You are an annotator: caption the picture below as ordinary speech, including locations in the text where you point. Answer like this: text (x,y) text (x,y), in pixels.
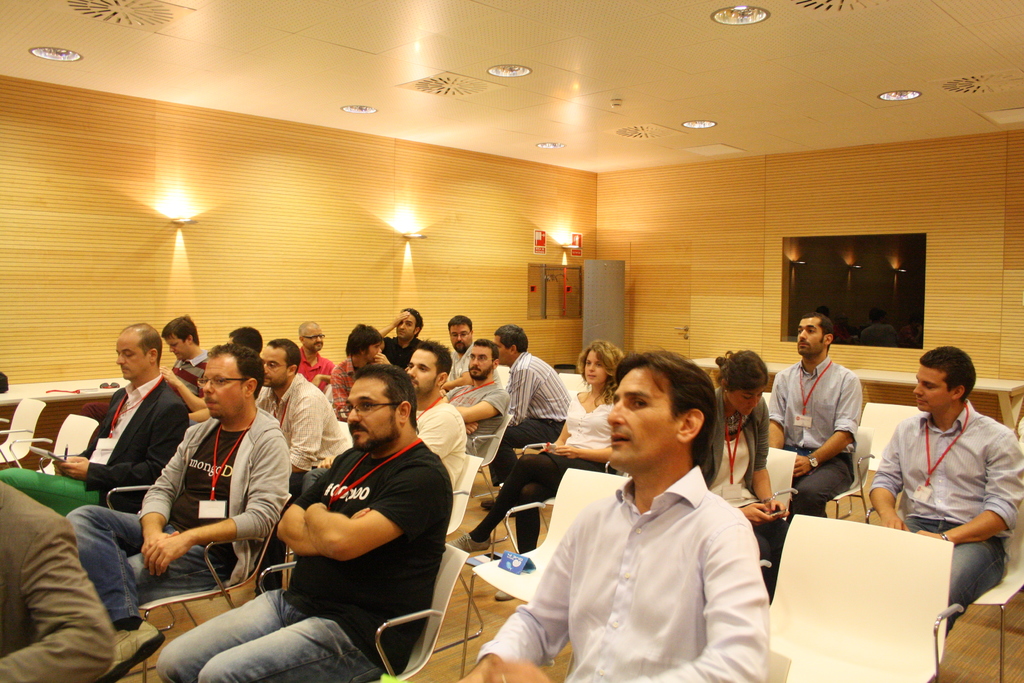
At the top (860,96) we can see ceiling (594,80). On the left side of the picture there are lights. We can see people (831,405) sitting on the chairs (512,578).
